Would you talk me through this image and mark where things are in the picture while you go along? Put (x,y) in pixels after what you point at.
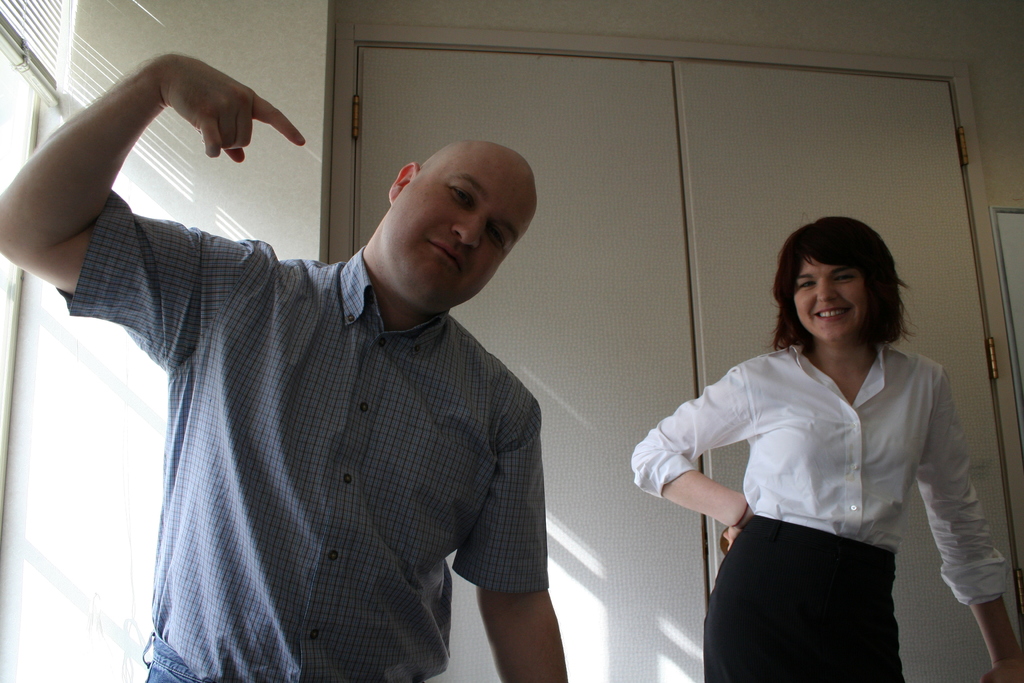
On the left (285,134) there is a person (205,395) in blue shirt (339,415) and there are window (10,129), window blind (56,30) and wall (306,206). On the right (858,452) there is a woman (815,458) in white shirt (842,455) standing. In the background (677,112) it is door (730,262).
